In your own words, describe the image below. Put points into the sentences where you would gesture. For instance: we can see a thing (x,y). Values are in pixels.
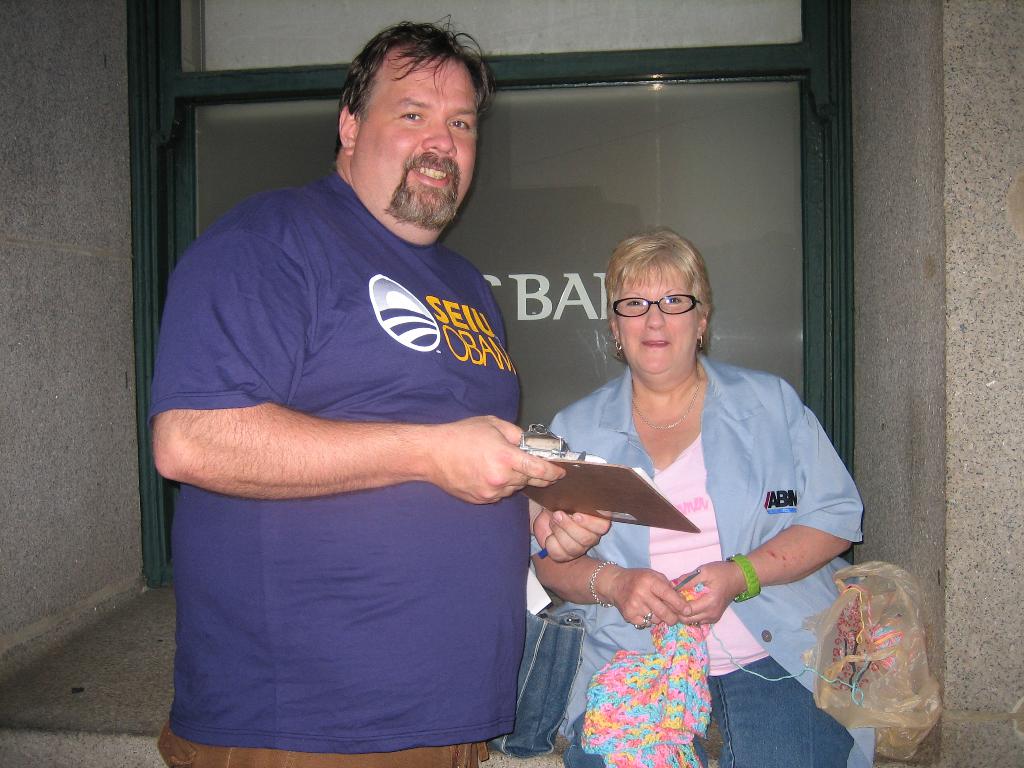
This image is taken outdoors. In the background (956,367) there is a building (89,559) with a few walls (988,210) and a window (700,186). In the middle of the image (657,463) a woman (652,471) is sitting on the wall (124,670) and a man (403,353) is standing on the floor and he is holding a wooden pad (621,474) in his hands (491,474).
